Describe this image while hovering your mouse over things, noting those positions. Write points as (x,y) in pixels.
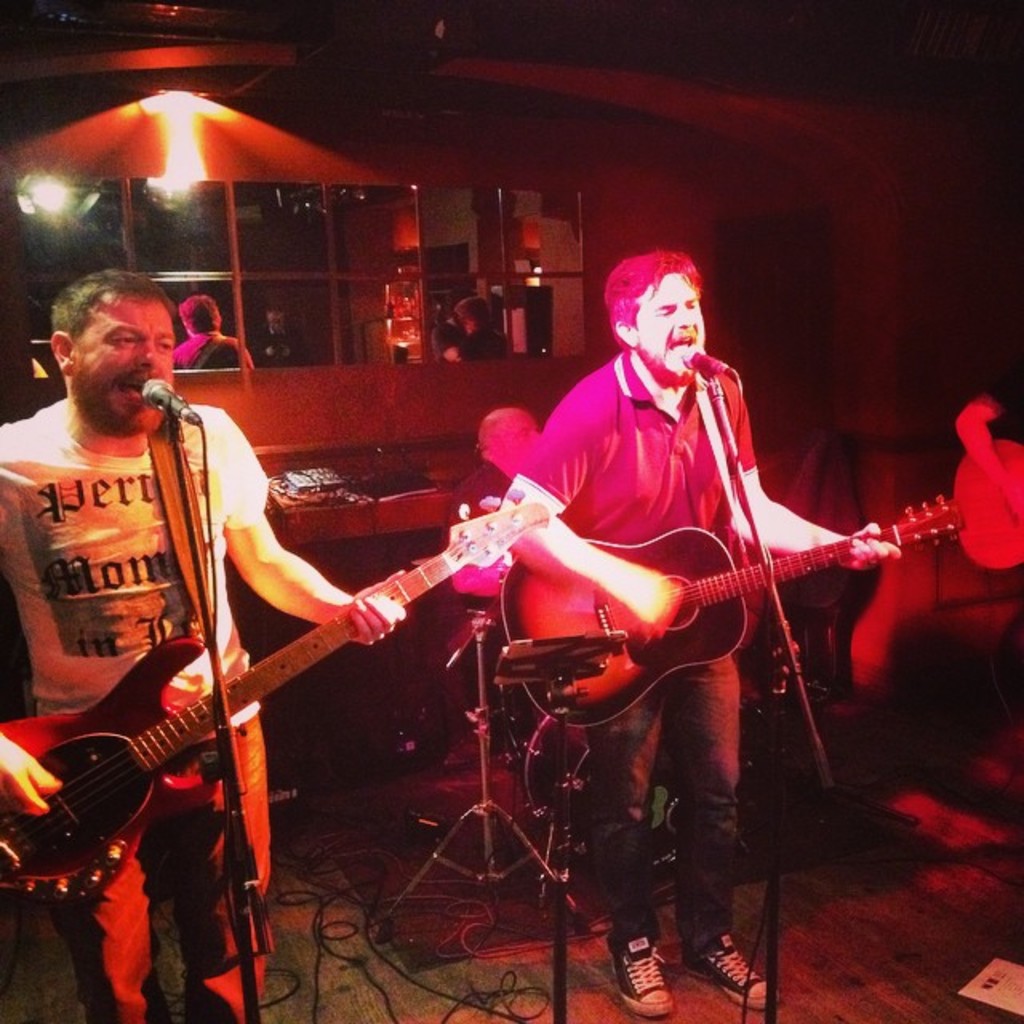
In this picture there are two men (578,499) who are standing and playing a guitar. There is a mic (180,417). There are few people (238,363) at the background (207,336). There is a light (174,147).
